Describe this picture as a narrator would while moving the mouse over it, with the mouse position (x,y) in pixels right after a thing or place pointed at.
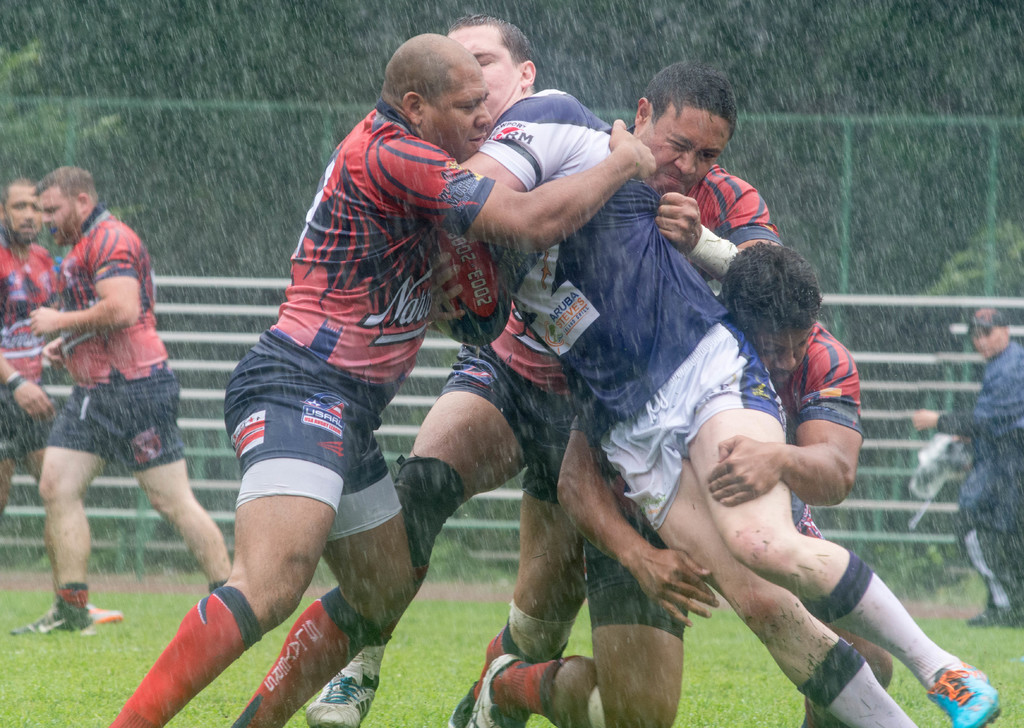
In this picture group of people (568,344) playing game in the ground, in the background (885,434) we can see metal fence (891,541), and couple of trees (208,135).
